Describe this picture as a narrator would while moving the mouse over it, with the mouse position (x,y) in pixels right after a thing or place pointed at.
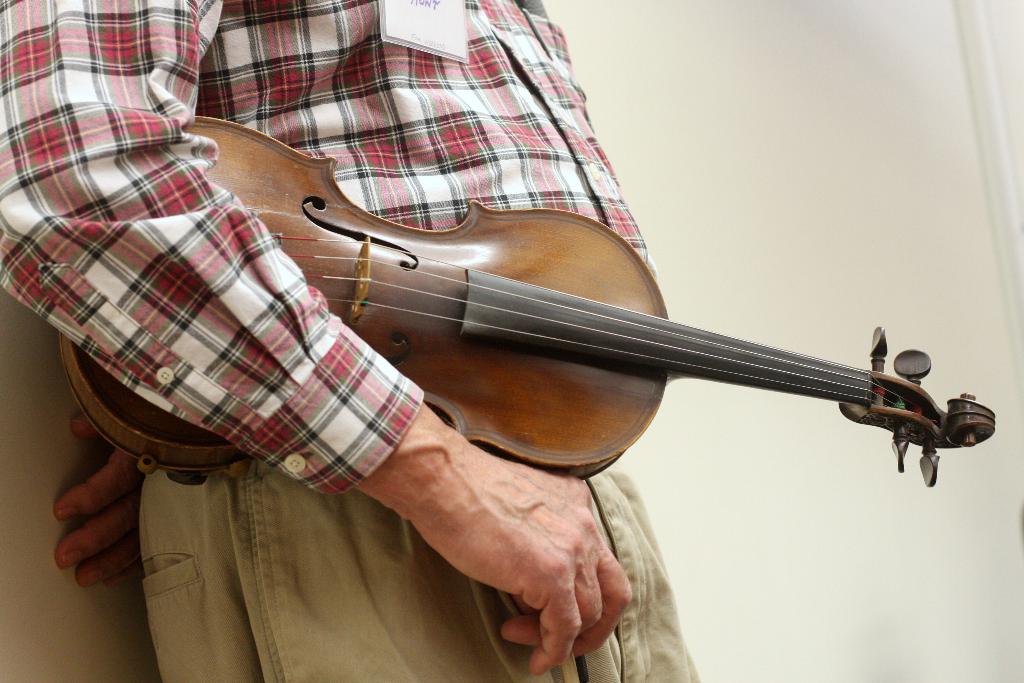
This person (373,185) holding musical instrument (449,362). On the background (757,108) we can see wall (756,165).
